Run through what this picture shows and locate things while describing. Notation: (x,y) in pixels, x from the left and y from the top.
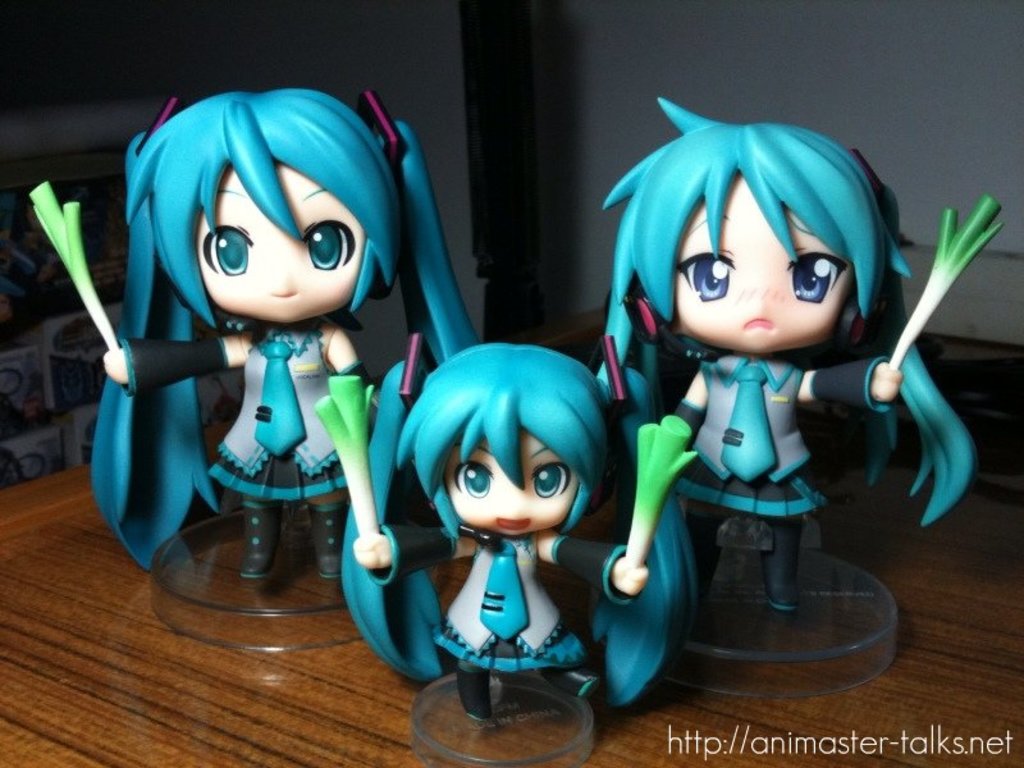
In this image I can see three toys (193,448) on the brown color surface (248,738) and the toys (566,557) are in green and cream color. In the background (731,103) the wall (619,90) is in white color.
